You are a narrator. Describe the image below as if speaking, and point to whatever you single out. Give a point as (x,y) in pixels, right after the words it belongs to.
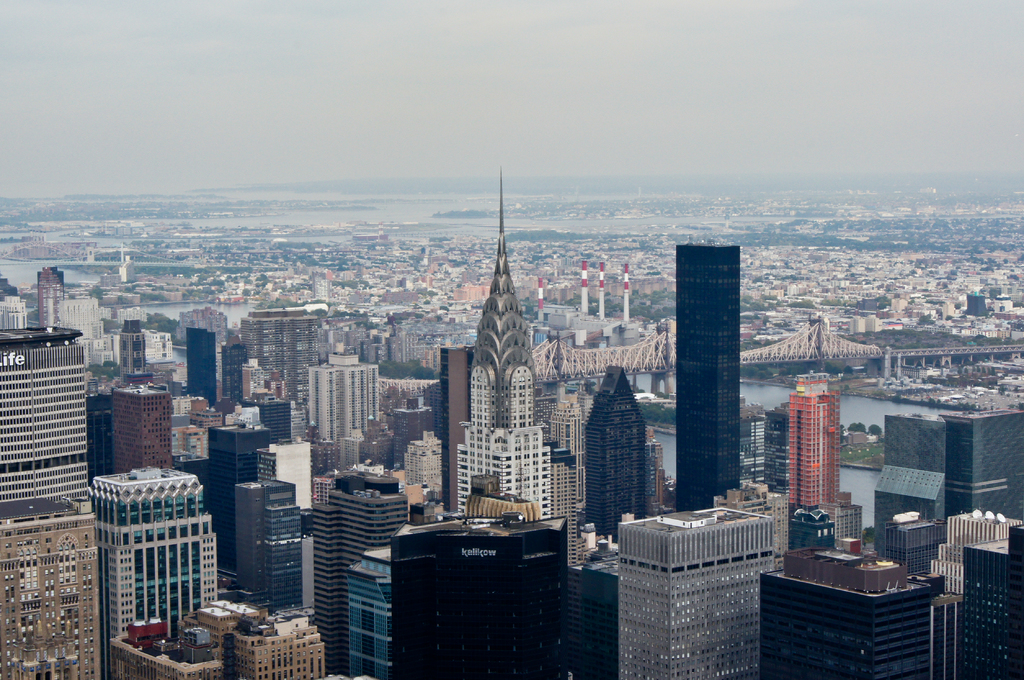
This image consists of so many buildings (498,399). There is a bridge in the middle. There is water (762,392) in the middle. There is sky (453,145) at the top (953,102).
